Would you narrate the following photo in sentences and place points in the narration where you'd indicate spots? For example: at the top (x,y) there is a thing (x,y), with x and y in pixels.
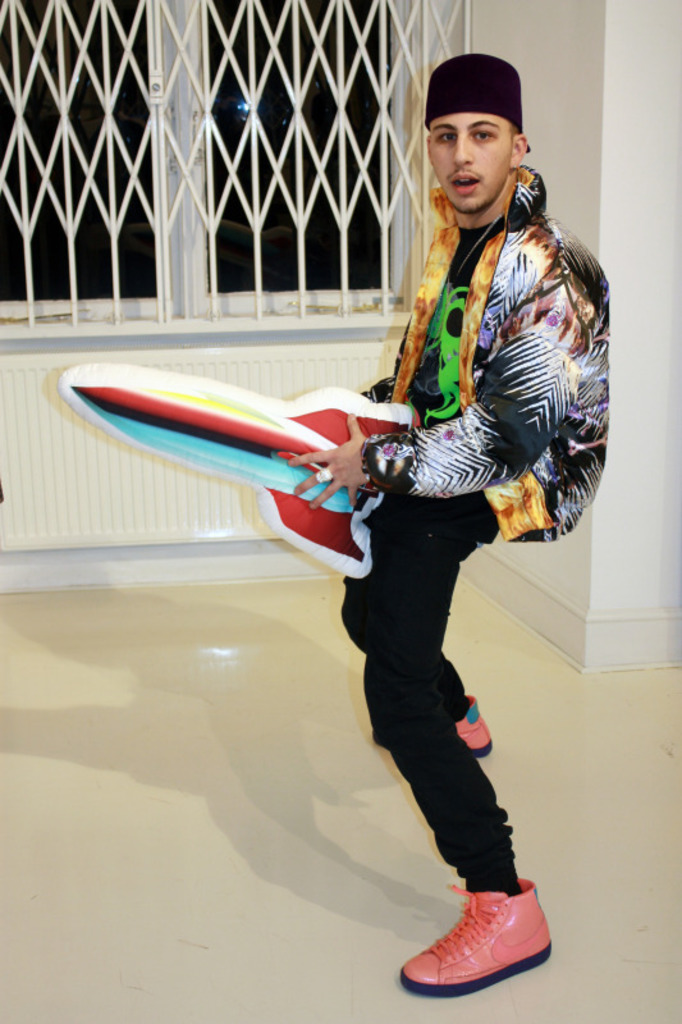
In this picture we can see a man (449,468) wore a cap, shoes (484,725) and holding a balloon rocket (226,435) with his hands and standing on the floor (212,860) and in the background (212,316) we can see rods (251,105), window (233,230), walls (567,29).
